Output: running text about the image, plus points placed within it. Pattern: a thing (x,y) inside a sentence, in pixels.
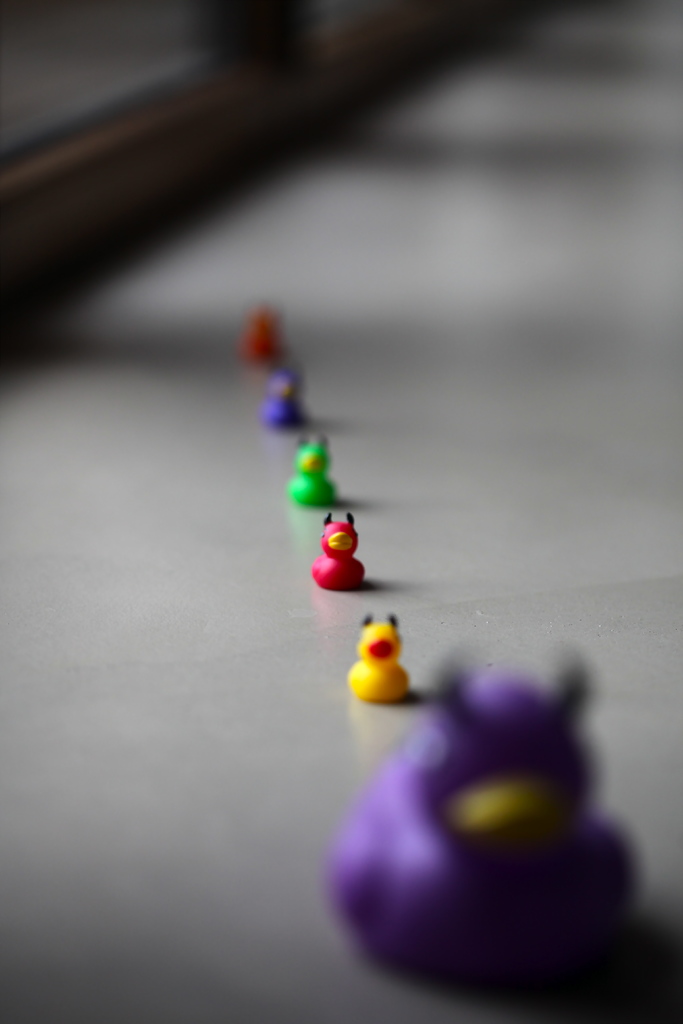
In this image we can see toys (419,768) on the floor (239,519) and at the top (236,141) there is an object (221,66).
